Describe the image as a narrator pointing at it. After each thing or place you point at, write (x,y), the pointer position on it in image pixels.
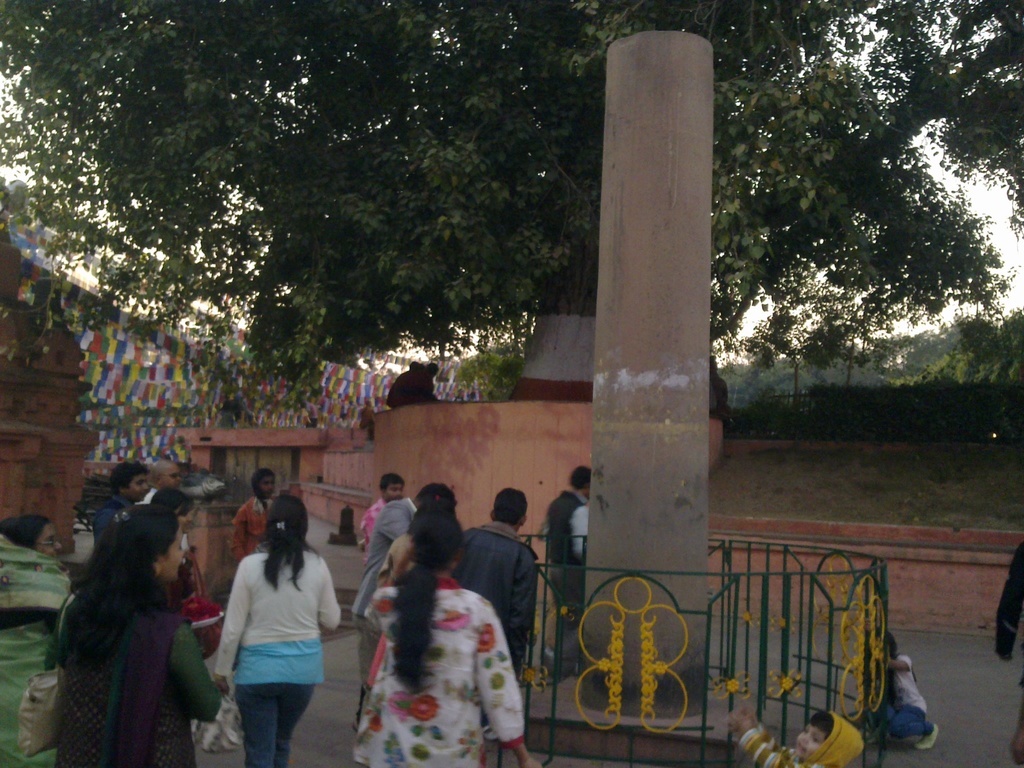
In this image we can see there is a memorial (637,416) covered with railing (692,627), in front of this memorial (636,321) there are a few people (280,574) standing and walking. In the background (23,412) there is a building (15,402) and trees (524,98).
